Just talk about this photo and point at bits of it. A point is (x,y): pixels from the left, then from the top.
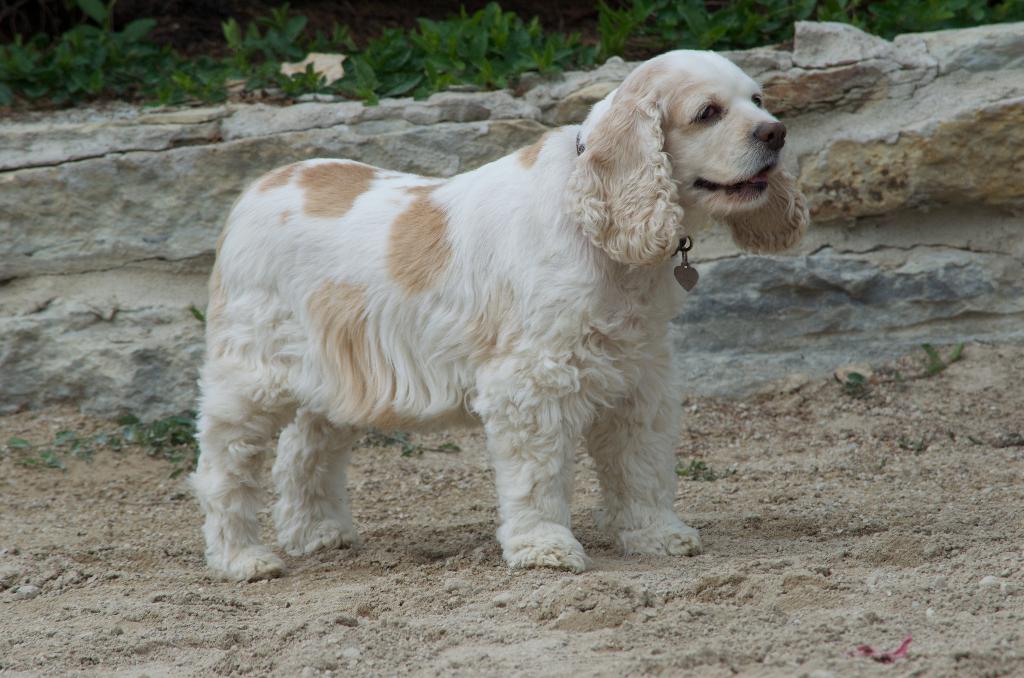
In the middle (515,439) I can see a dog (240,573) on the ground (317,582). In the background (1007,263) I can see a stone wall (251,122) and plants (474,79). This image is taken during a day.
